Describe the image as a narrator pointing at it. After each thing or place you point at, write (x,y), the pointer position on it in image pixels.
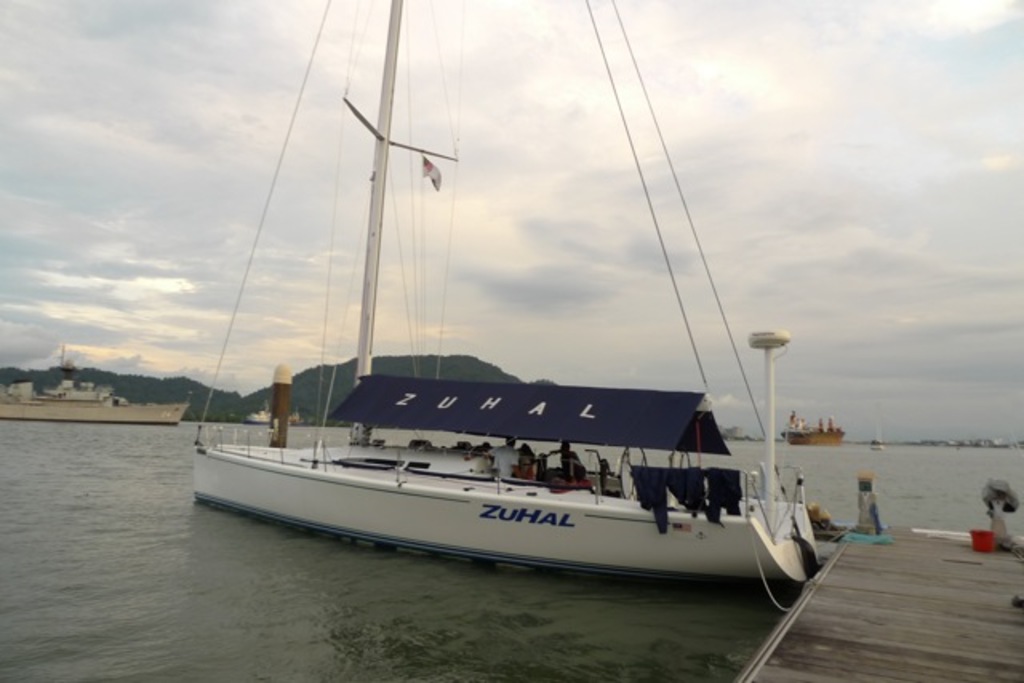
In this image there are group of people (523,469) in a boat (425,503) which is on the water (243,525), and at the background (222,399) there are ships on the water (318,435), wooden bridge (885,558), hills (163,397), trees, sky (16,334).
